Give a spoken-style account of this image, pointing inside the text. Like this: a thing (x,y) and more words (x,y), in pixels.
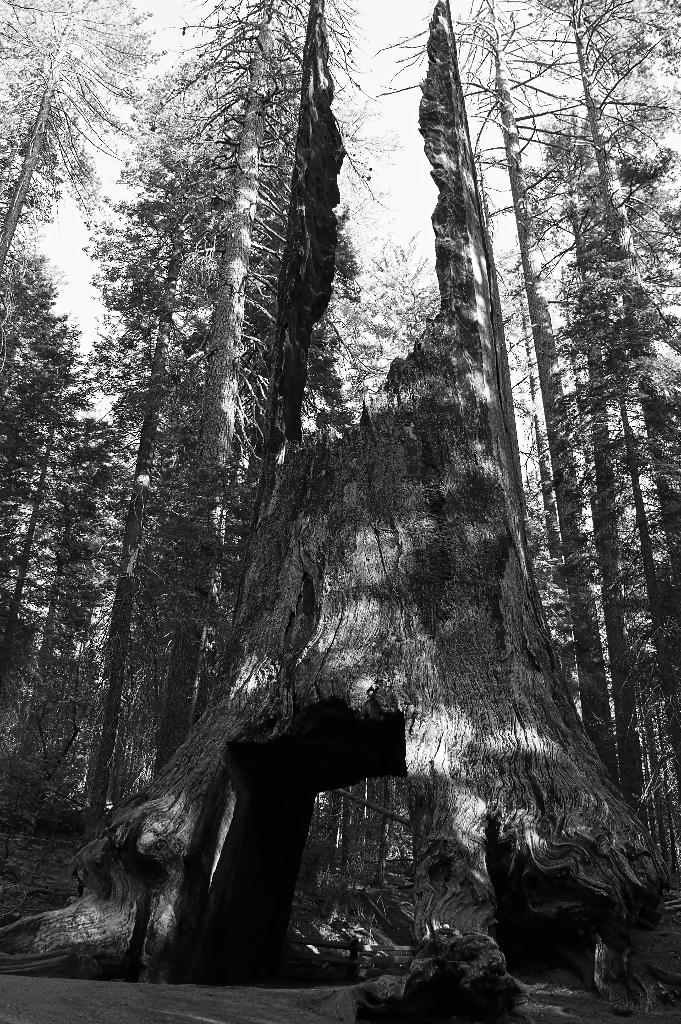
It is a black and white image. In this image in front (392,684) there is a tree trunk (348,655). In the background of the image (410,281) there are trees (205,313) and sky (400,155).
